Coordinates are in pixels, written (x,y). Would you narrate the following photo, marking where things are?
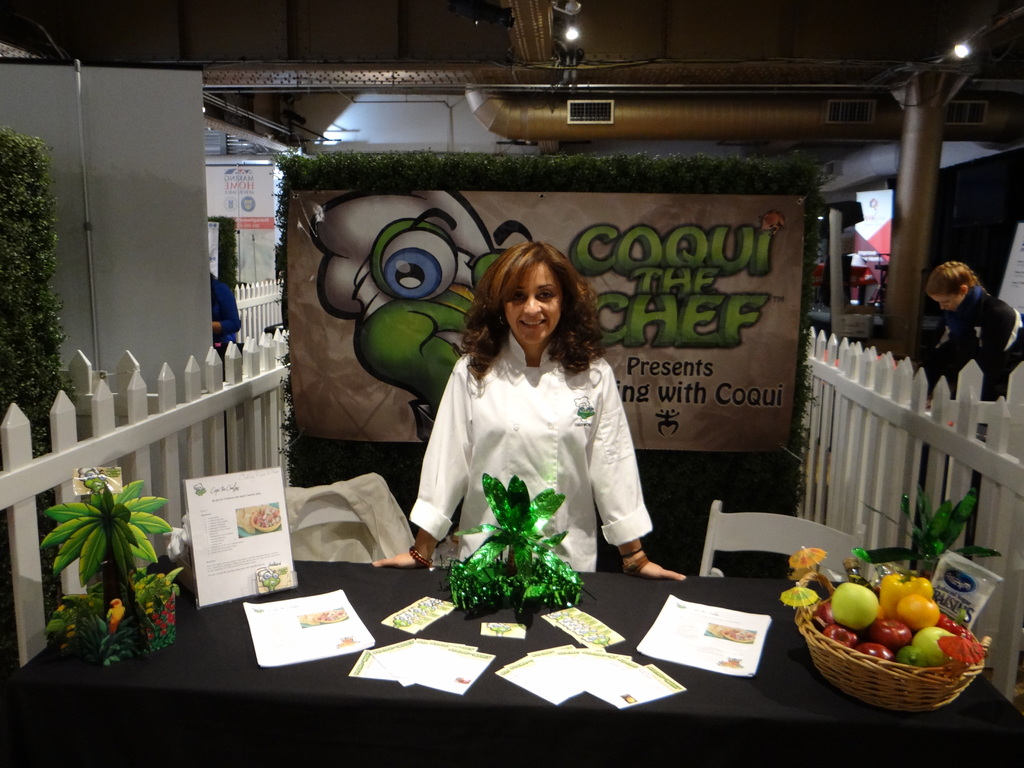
At the bottom of the image (463,706) there is a table (210,681). On the table (206,630) there are papers (432,606), basket (820,630) with fruits (930,648) and some other things (99,570) on it. Behind the table (570,640) there is a person (530,350) standing and also there are chairs (755,534). On the left side of the image (244,388) there is a wooden fencing (173,375). Behind the fencing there is a plant (5,160) and also there is a board (102,330). On the right side of the image (939,417) there is a fencing (941,416) and behind the fencing (862,447) there is a person (991,333). In the background (317,235) there is a banner (412,343). At the top of the image (233,87) there is ceiling (677,29) with lights (565,26) and pipes (866,109). And also there are pillars (921,211) in the background (924,195).
